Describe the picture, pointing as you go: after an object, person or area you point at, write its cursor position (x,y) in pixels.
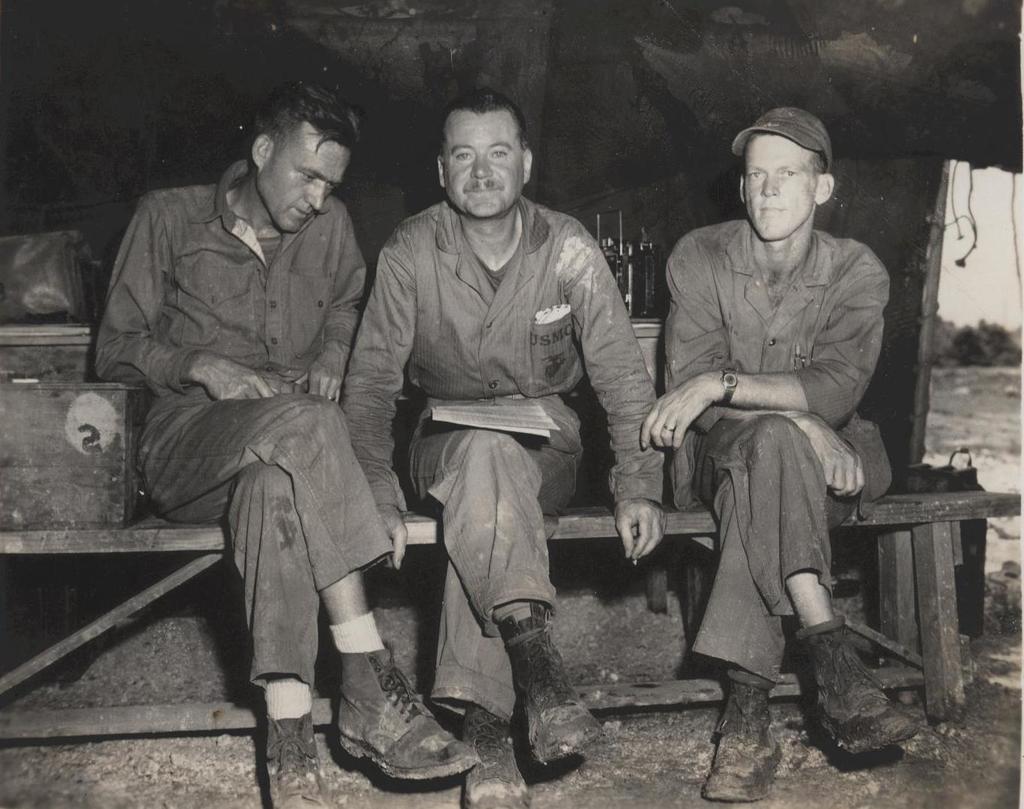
In this image in the center (631,405) there are persons (622,395) sitting. In the background (557,98) there is a wall (433,63) which is black in colour and on the left side (77,449) there is a box (84,432) and on the top (52,336) of the box (52,349) there is an object (46,300) which is black in colour. In the center (499,427) on the lap (487,455) of the person (487,434) there is a book (509,419). On the right side (965,337) in the background (966,353) there are trees (964,349).
